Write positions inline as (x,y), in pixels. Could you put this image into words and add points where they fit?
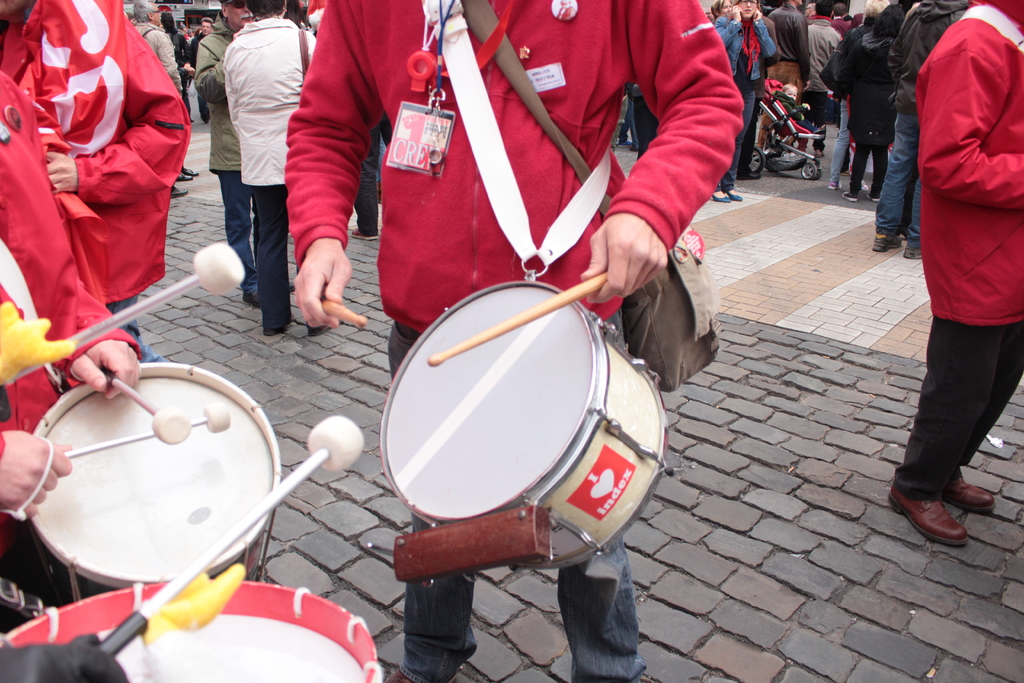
There is a group of persons (72,291) standing on the left side (47,285) is playing drums (108,498), and there are some persons (266,142) standing in the background (631,98).
